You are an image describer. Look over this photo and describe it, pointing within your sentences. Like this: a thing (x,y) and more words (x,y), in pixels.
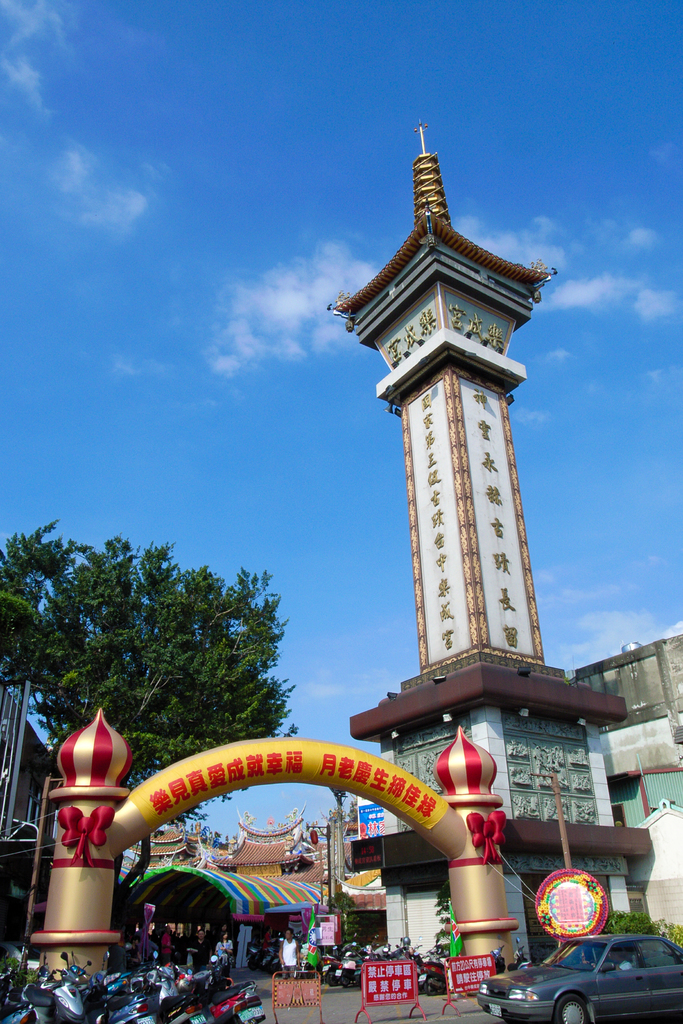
In this picture I can see there is an arch (64,904), there is something written on it and there are trees (135,604) in the backdrop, there are buildings (627,729) and vehicles (155,970) parked and the sky (226,285) is clear.
